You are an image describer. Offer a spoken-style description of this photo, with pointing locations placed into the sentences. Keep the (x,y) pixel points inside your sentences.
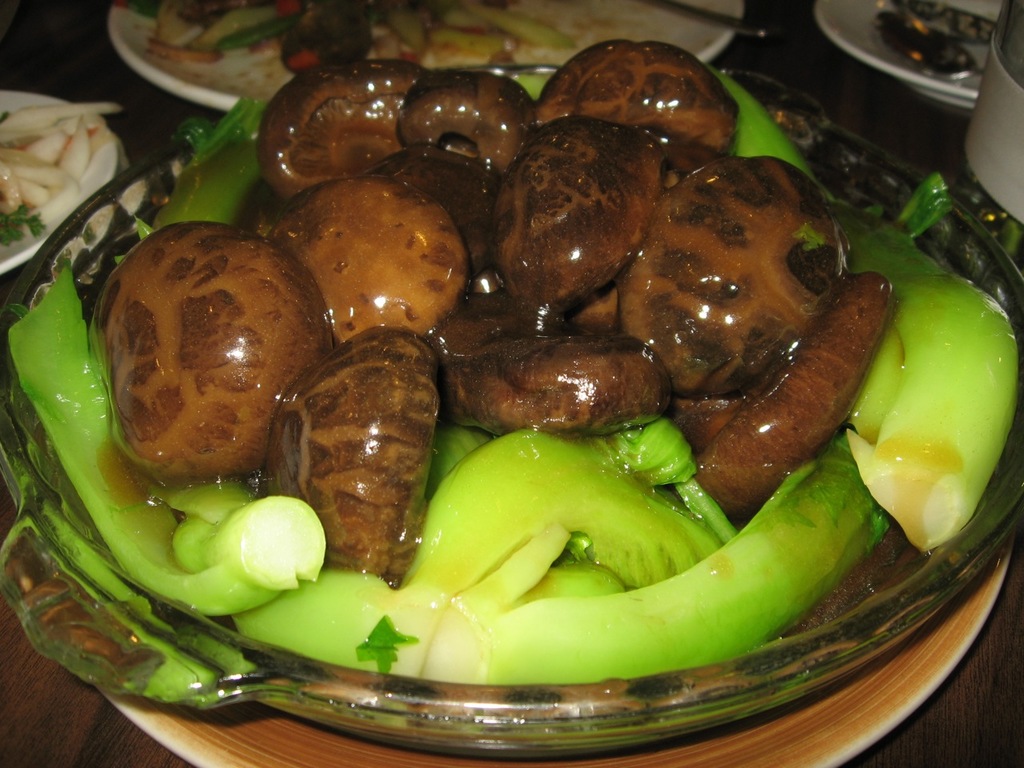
In this image we can see a food item (382,283) which is in brown and green color which is in a plate (489,726) and in the background of the image (431,48) there are some food items (260,29) which are in plates (661,8) which are on table (6,89).
